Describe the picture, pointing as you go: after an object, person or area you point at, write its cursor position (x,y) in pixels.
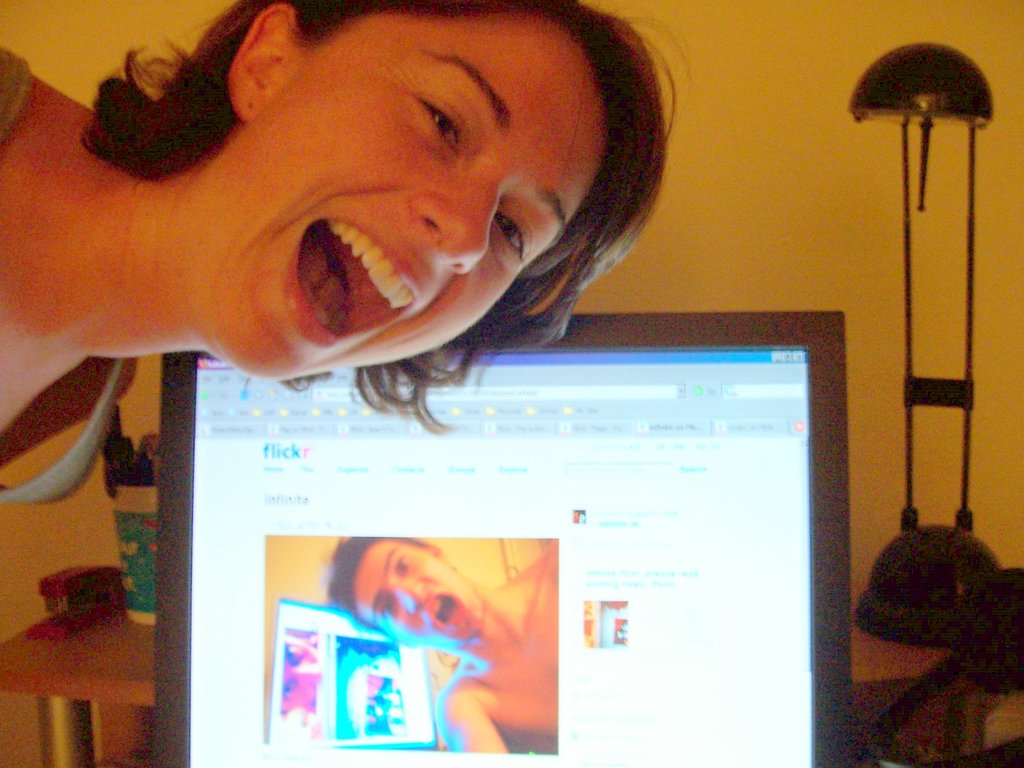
In this image there is a woman (261,243) who is laughing by opening her mouth (352,308). In the background (331,530) there is a screen (395,530). Behind the screen (314,569) there is a table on which there is a cup (133,566), stand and a lamp (924,545).
